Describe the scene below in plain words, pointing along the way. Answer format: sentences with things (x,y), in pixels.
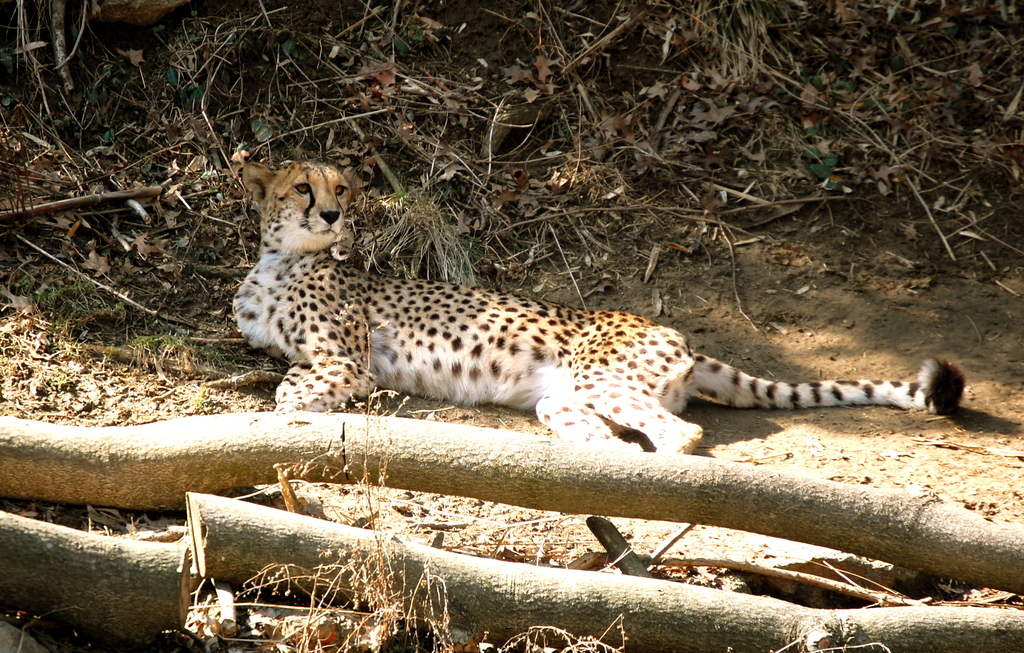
In the image there is a cheetah (422,319) laying on the ground (783,326) and around the cheetah (298,292) there are dry leaves (399,125), dry grass (445,204) and few wooden logs (252,540). A huge sunlight (368,427) is falling on the wooden logs (451,580).
